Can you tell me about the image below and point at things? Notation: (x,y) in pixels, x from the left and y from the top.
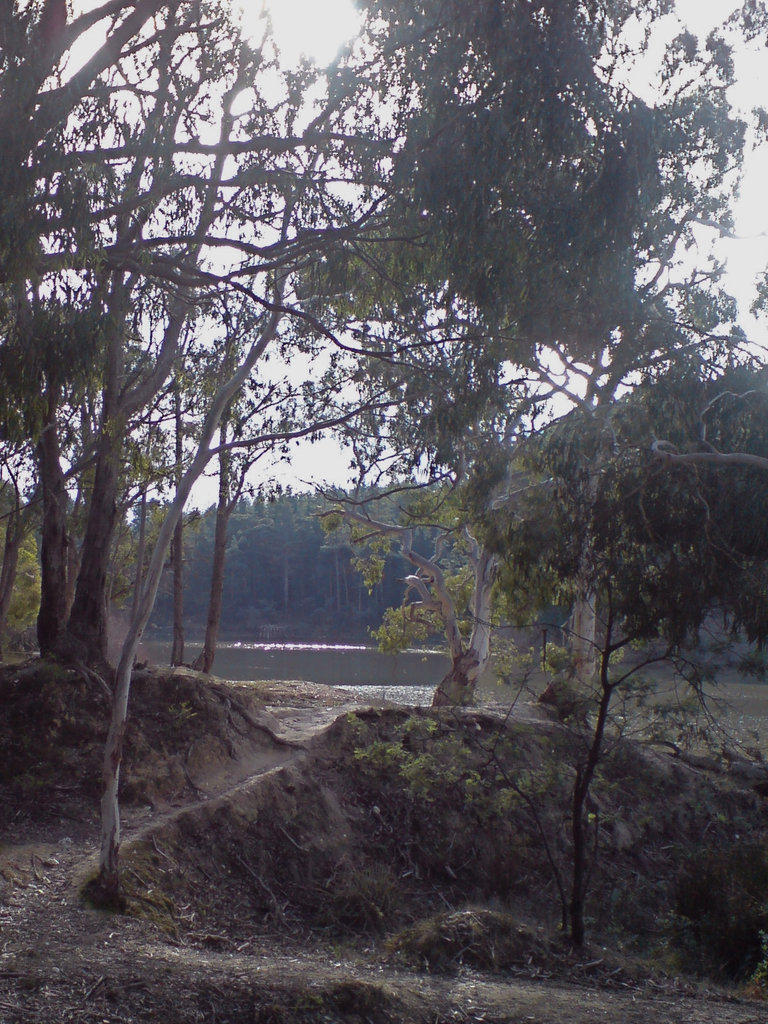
In this image there are trees (673,524). In the center (295,664) there is a lake (349,674). In the background (312,15) there is sky (326,17).
